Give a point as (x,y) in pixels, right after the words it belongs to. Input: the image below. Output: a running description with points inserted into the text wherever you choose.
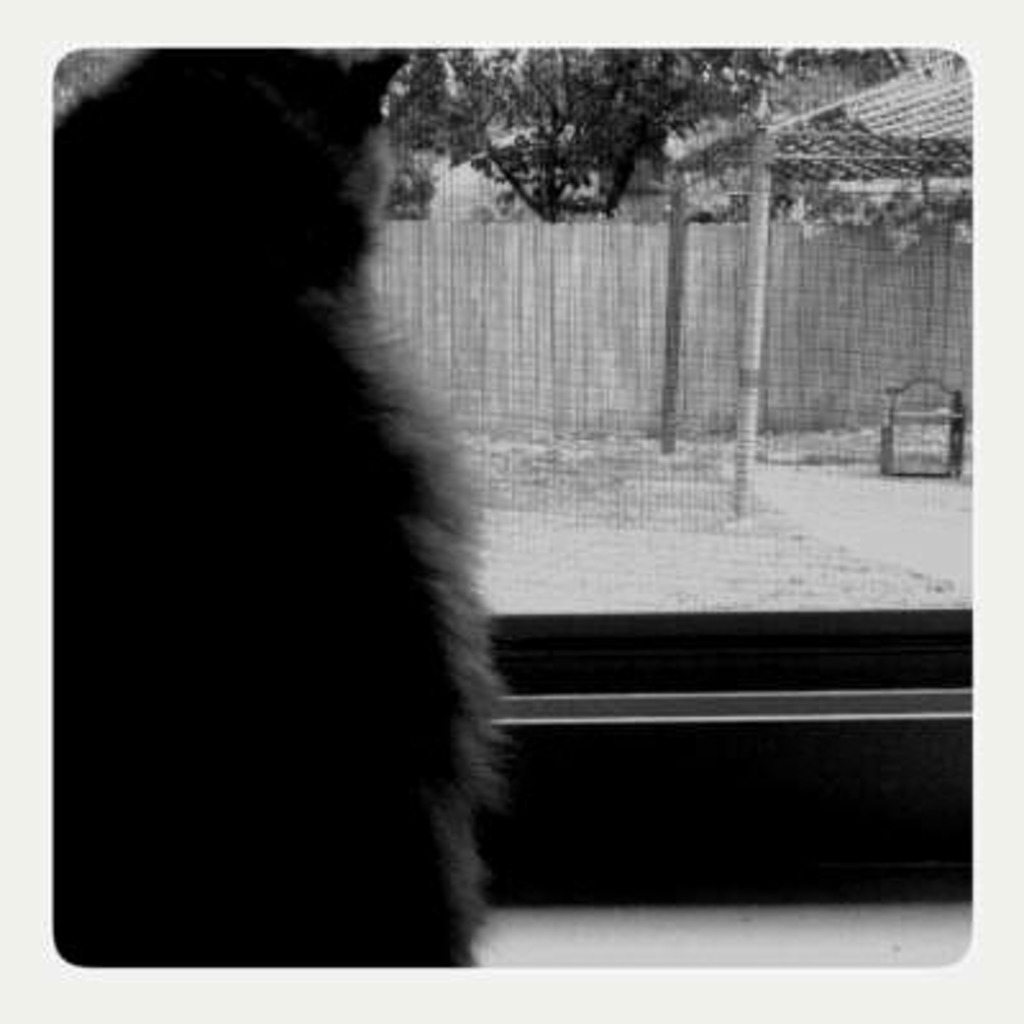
In this picture we can see the wall (600,379). This is tree (575,91) and there is a pole (765,195).
